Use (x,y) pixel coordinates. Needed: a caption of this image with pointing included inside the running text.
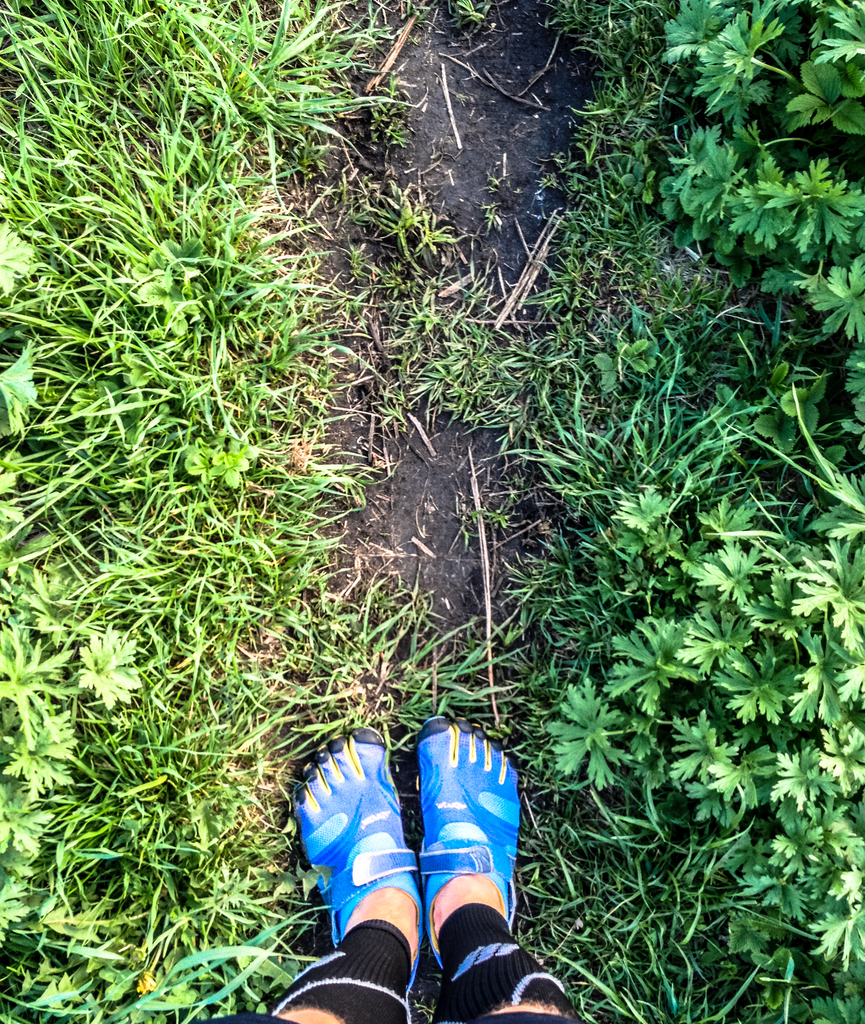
In this picture we see many grass (691,370) all over the place and two leg (390,1021) at the bottom (445,869).
